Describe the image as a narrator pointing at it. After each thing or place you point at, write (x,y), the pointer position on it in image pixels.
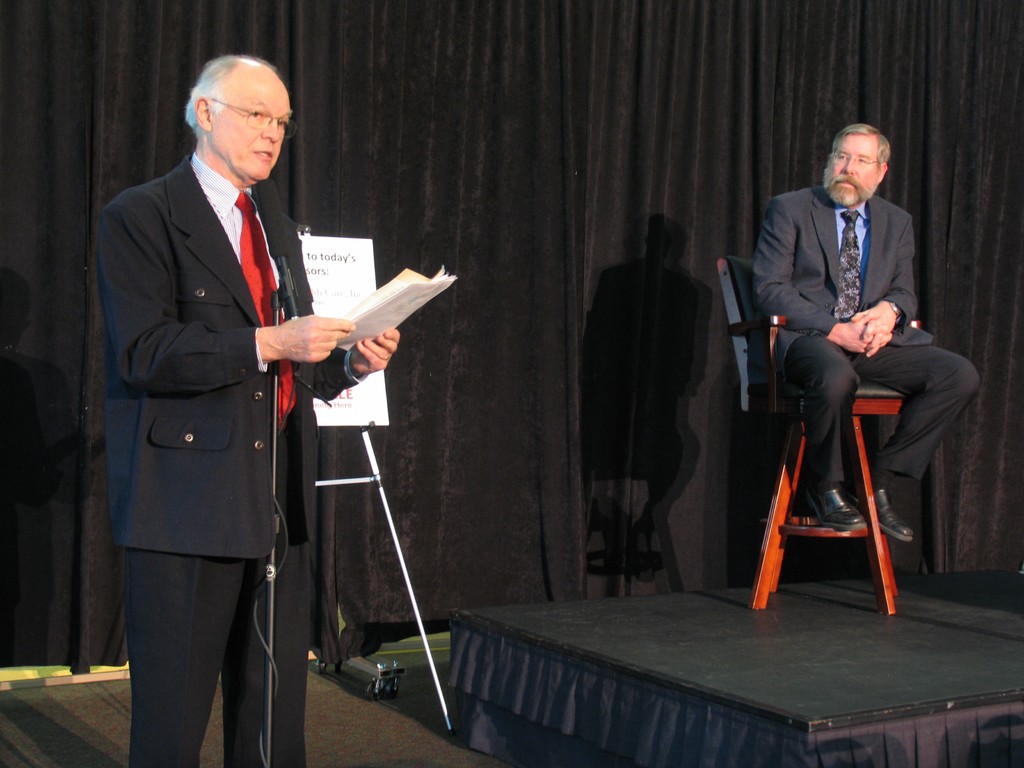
in this image i can see a black color curtain (115,174) on the back ground (76,398) and there is a person (216,482) on the left side (140,461) stand in front of a mike (287,297) and he holding a papers (377,303) on his hand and another person (808,305) on the right side (874,396) sitting on the chair (861,398).
